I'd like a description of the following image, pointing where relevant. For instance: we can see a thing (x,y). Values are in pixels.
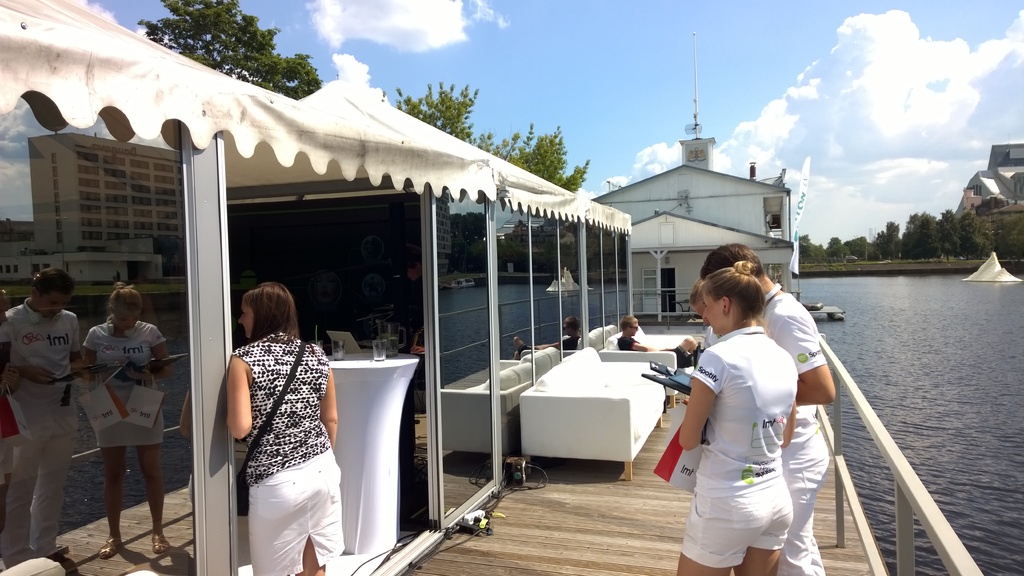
In this picture I can observe some people (735,291). There are men (665,347) and women (258,381) in this picture. I can observe white color sofas (611,378) in the middle of the picture (613,362). On the right side (901,328) I can observe a lake (918,344). In the background (538,143) there are trees (587,166) and some clouds (787,95) in the sky (763,91).
